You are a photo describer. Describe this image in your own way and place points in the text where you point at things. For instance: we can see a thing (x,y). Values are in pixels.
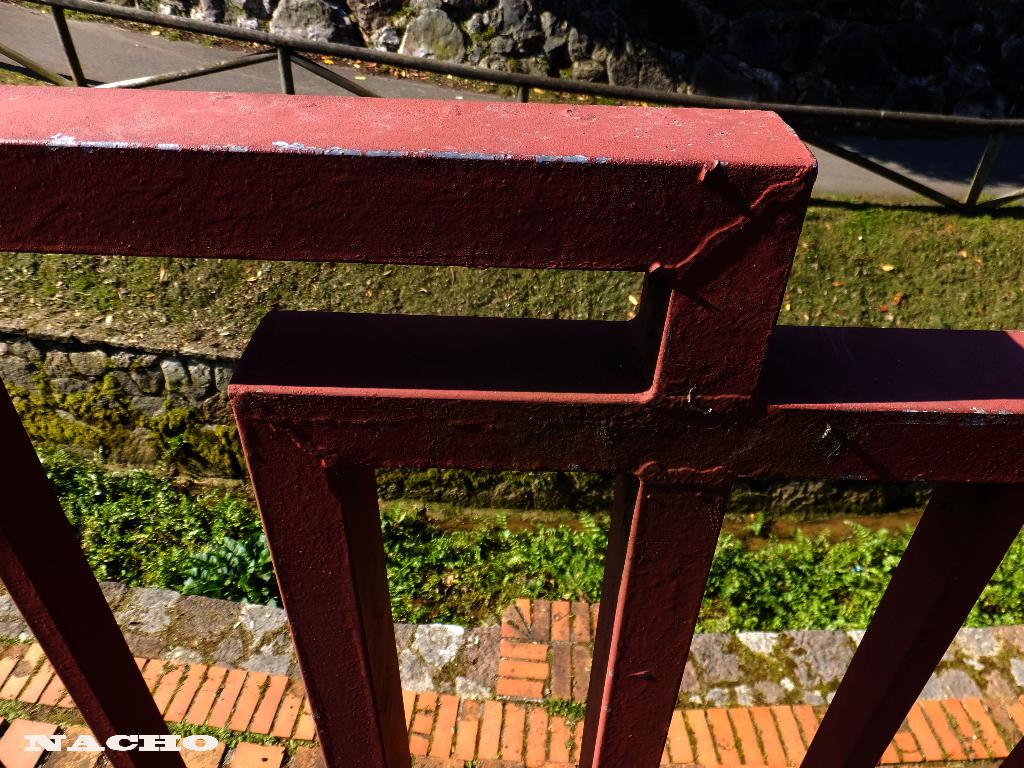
In the picture there is an iron fence (527,396), there is a floor (519,603), beside the floor (562,599) there are plants (421,532), there is a wall (863,499), there are stones (221,610) present.
